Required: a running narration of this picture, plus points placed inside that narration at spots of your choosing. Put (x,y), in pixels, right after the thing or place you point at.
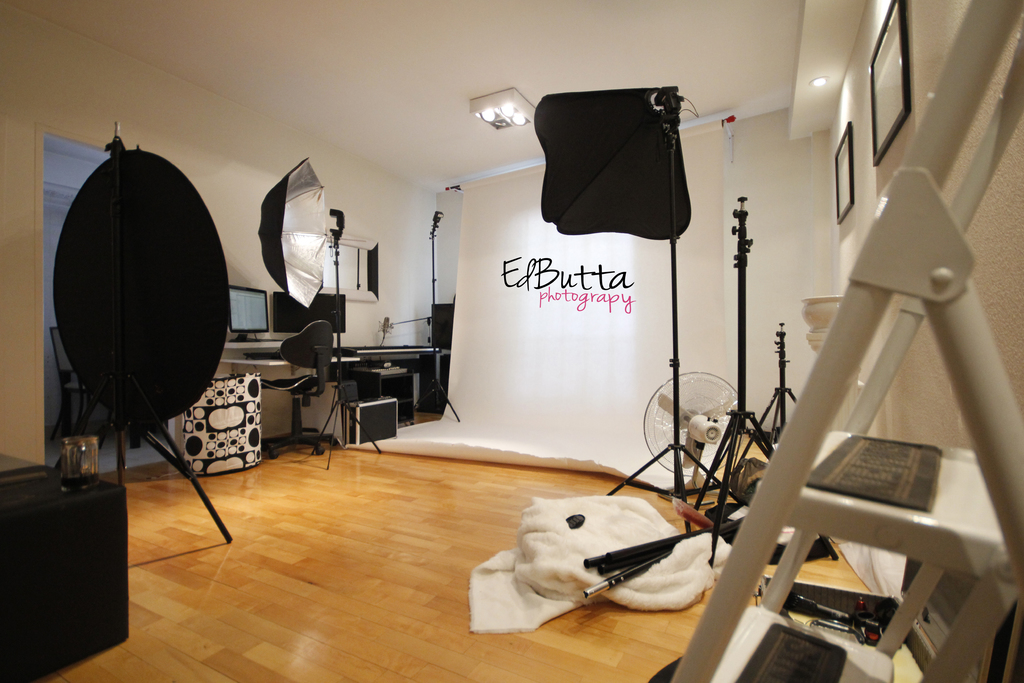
In the image there are many photography equipment (577,183) and tripods (341,393) on either side of the room (325,311) on the wooden floor (304,645), in the back (500,213) there is a curtain (697,227) in front of the wall (728,174) with lights (498,119) over the ceiling (490,133), on the left side (237,302) there is a desktop (295,330).
